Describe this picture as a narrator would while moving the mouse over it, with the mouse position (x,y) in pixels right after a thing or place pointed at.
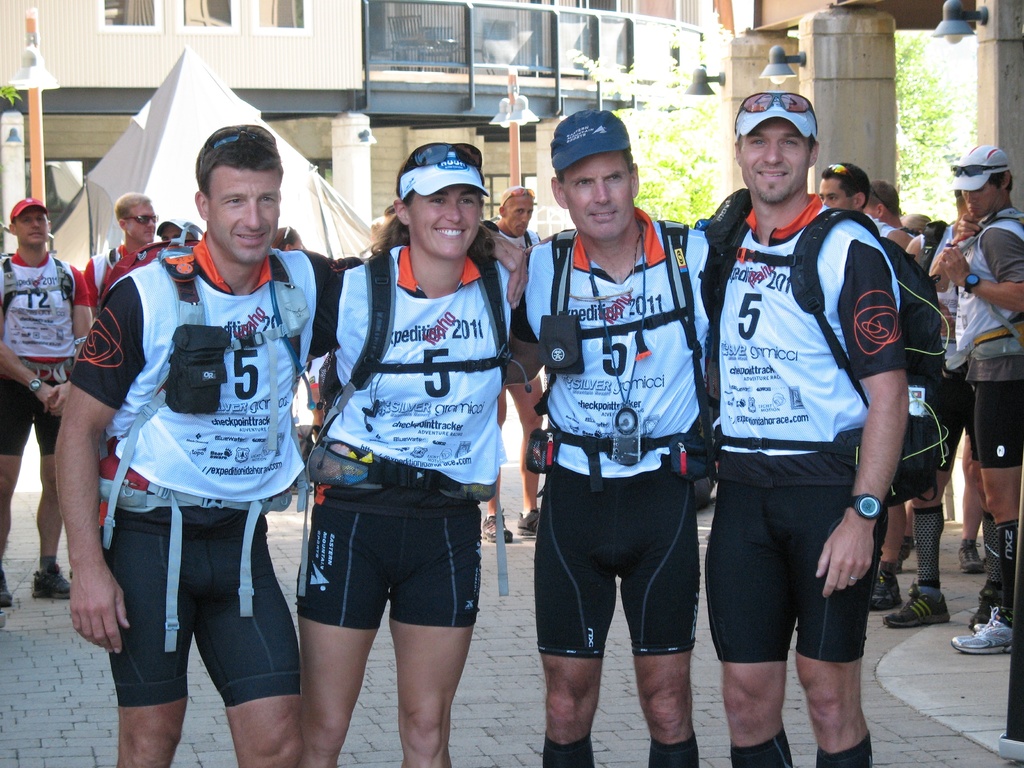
In this image we can see people (420,240) standing, carrying bags (351,394) and wearing caps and goggles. In the background (493,67), we can see the buildings (448,74), lights (511,79) and the pillars (824,135).
